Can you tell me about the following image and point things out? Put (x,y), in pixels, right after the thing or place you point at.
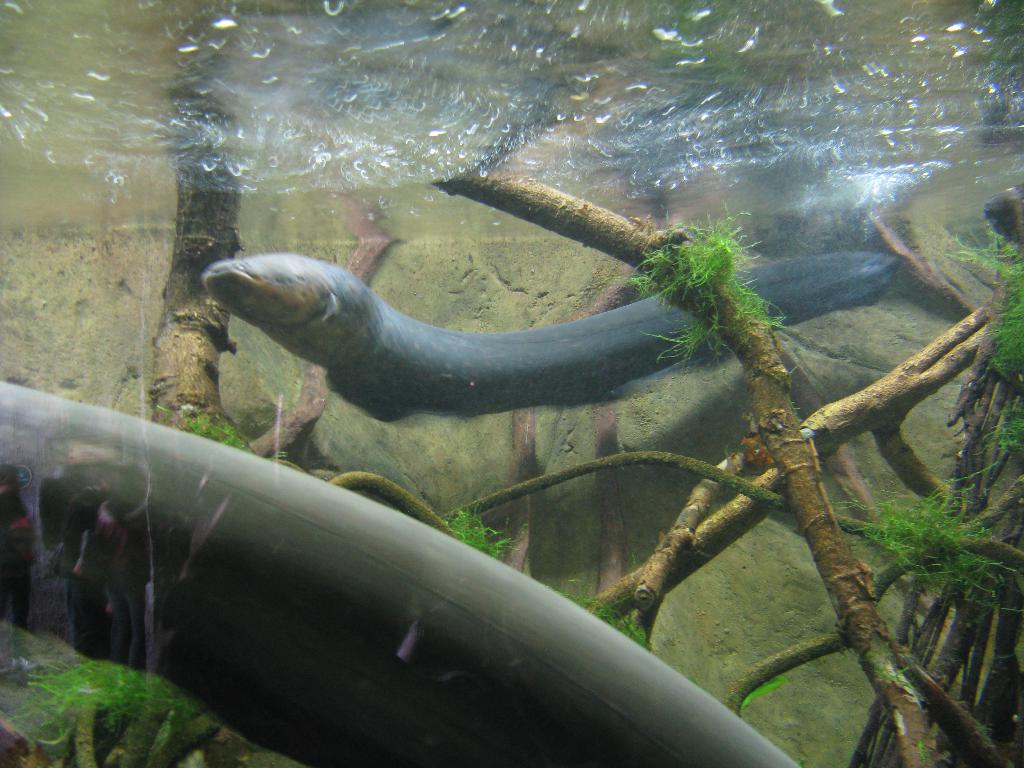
This image is taken inside the water (569,170). There is some animal (624,320) in center of the image (638,315). There are tree roots (897,393). There is grass (646,264).
